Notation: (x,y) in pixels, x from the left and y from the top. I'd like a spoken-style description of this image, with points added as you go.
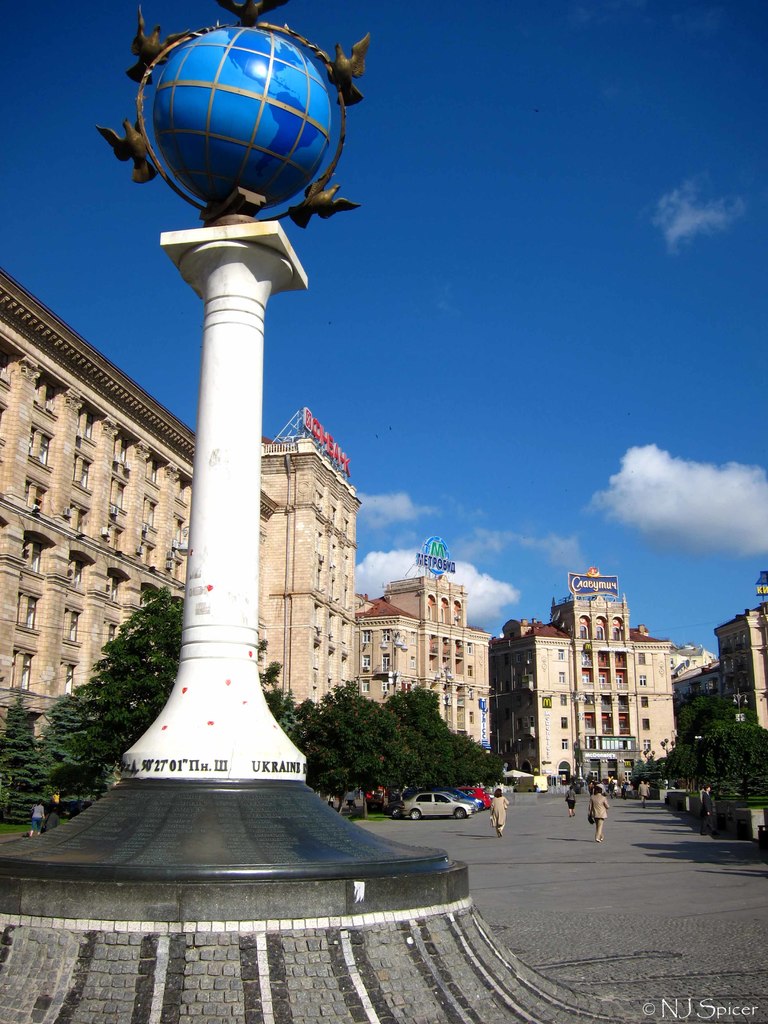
In the image on the left side (217,604) there is a pole (222,319) with statue (193,106) of a globe (208,52) with birds (268,7). At the bottom of the image (593,818) on the floor (452,833) there are few people (644,782) and also there are cars (416,796) and trees (272,708). In the background (92,545) there are buildings (631,665) with walls (656,673), windows (619,680), pillars (596,665) and roofs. At the top of the image (419,82) there is sky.
